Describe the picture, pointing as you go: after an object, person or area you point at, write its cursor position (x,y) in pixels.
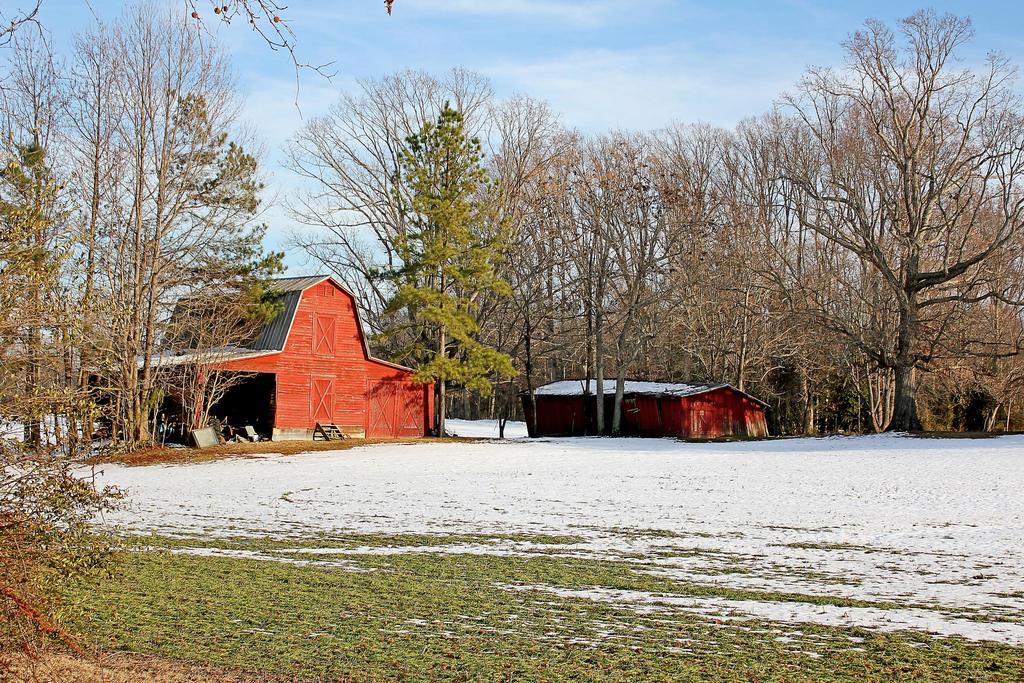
There are trees (164,305) and houses (573,385), this is sky (433,42).
